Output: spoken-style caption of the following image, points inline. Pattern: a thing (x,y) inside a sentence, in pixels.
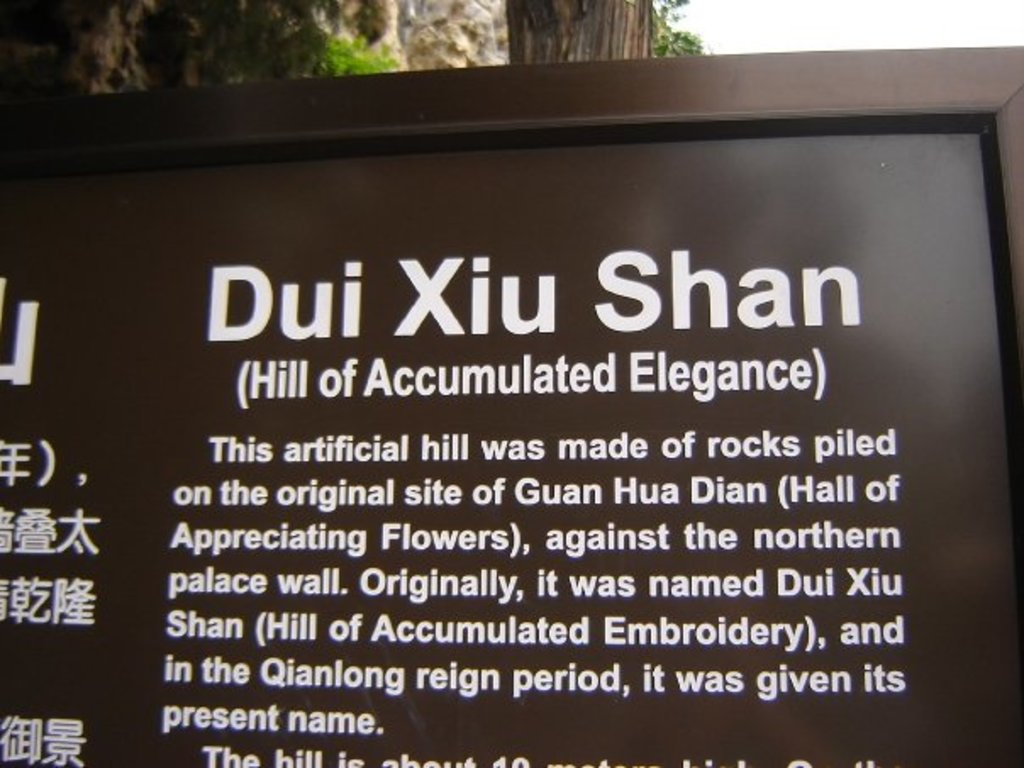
In this image I can see a brown colored board (648,227) and on it I can see something is written with white color. In the background (610,46) I can see few trees (644,34) which are green and brown in color, a rocky mountain (419,21) and the sky (733,15).
